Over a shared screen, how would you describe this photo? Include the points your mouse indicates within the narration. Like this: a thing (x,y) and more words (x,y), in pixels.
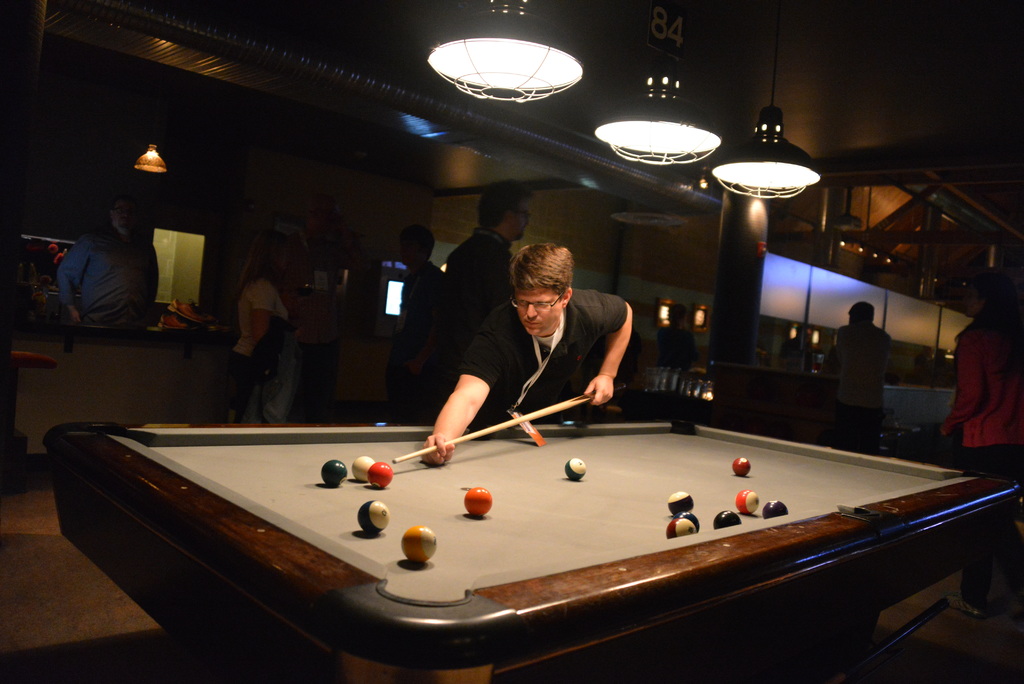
In this image In the middle (535,380) there is a man (535,380) he is playing game with stick (502,424). In the middle (522,434) there is a table (510,542) on that there are balls (408,542). In the background (259,309) there are some people (273,297) lights (680,151) and window (833,302).
